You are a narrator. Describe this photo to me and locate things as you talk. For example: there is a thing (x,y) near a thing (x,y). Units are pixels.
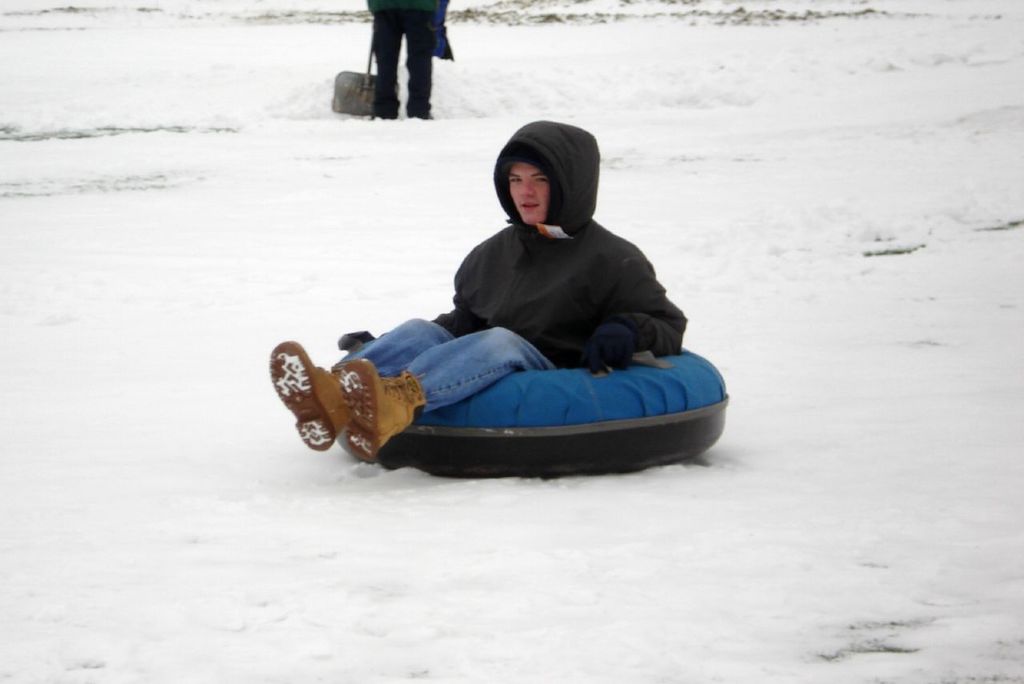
In this image, we can see a person (596,268) wearing clothes (575,266) and sitting on the tube (522,413). There is an another person (385,18) whose face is not visible standing at the top of the image (427,89).
